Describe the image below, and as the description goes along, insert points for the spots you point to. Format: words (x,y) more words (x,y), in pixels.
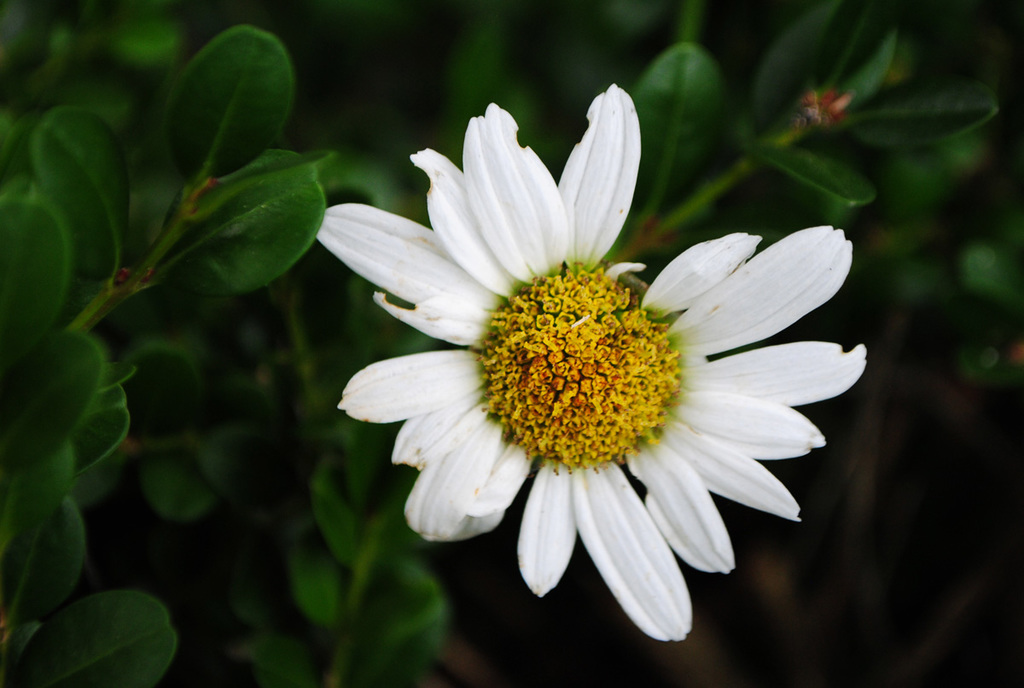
In this image we can see a flower (790,427). In the background (648,175) there are leaves (190,477) and it is blurry.
